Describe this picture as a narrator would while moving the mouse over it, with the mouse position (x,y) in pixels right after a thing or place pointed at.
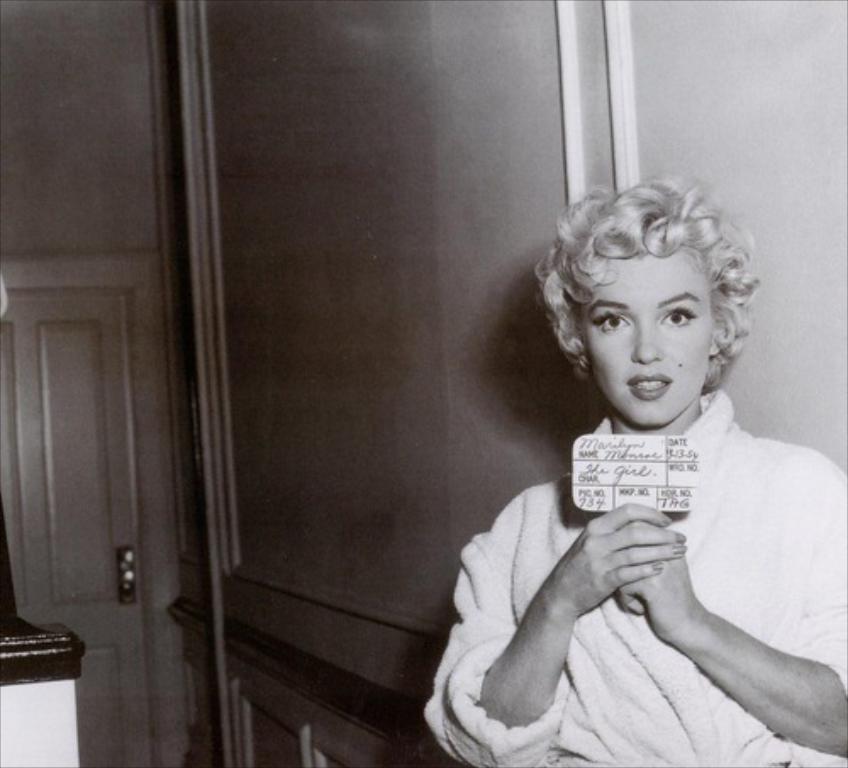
In this image we can see a person (707,711) standing and holding a board (636,459) with text (638,473) and numbers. In the background (385,284), we can see the wall (360,387) with door (89,295) and rods (200,152).
